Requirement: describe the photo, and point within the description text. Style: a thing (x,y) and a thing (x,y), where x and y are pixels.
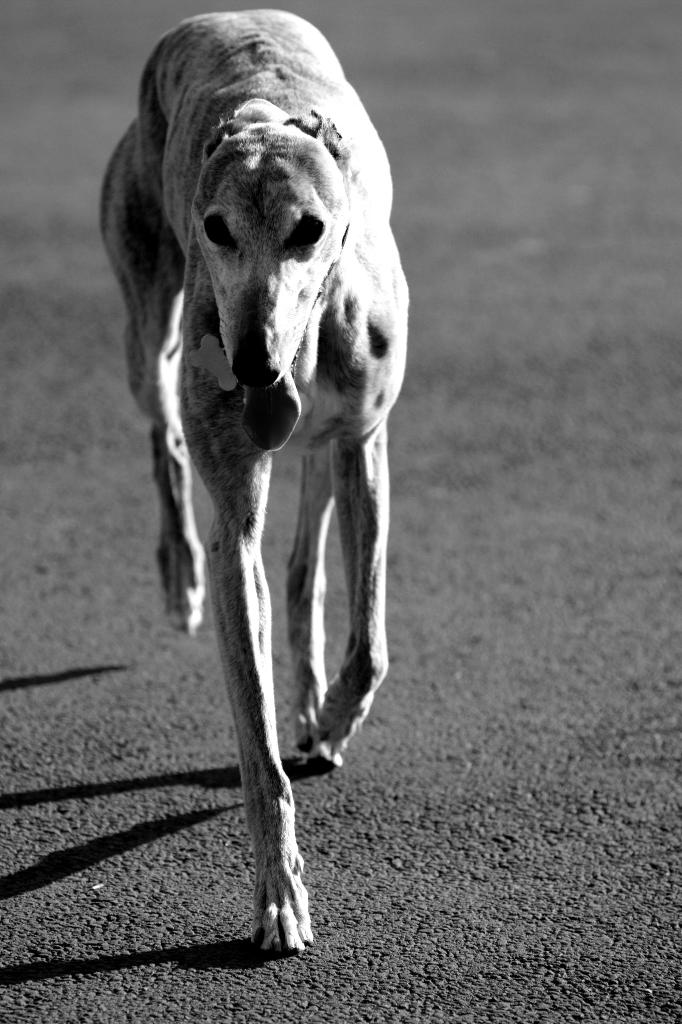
In this image we can see a dog (180,517) on the ground (292,500), here it is in black and white.
